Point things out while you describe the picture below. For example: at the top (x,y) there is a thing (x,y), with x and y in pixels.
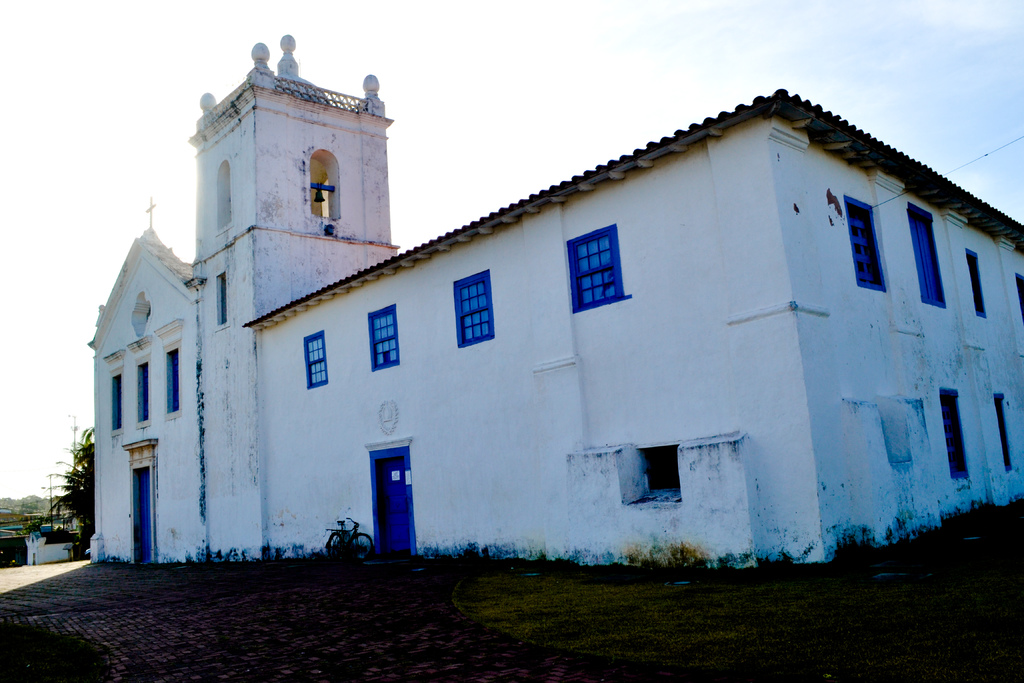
In this picture we can see a white building (388,374) and on the building (423,371) there is a bell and a holy cross symbol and in front of the building (333,509) there is a bicycle (355,544) and on the left side of the building (192,385) there are trees (73,479) and a sky (184,219).
